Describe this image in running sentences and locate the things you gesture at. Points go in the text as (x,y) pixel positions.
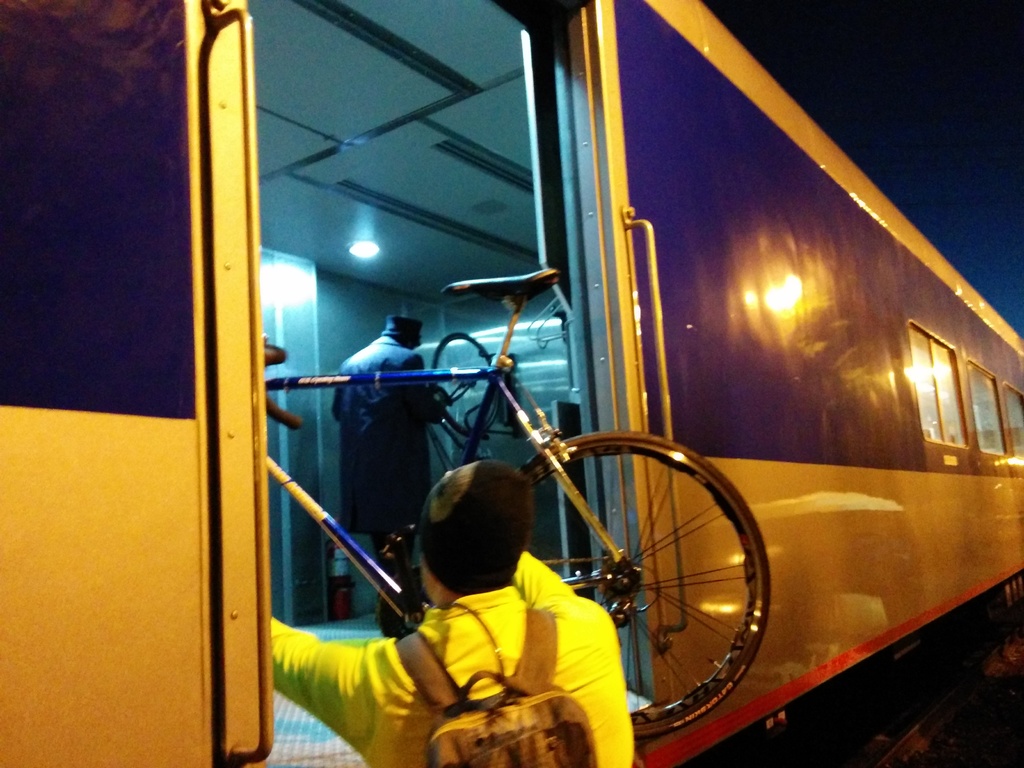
In this image we can see a man (480,688) is standing, he is wearing yellow color dress (395,689) and carrying bag (507,705), he is holding a bicycle (533,420) in his hand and keeping the bicycle (579,590) in the train (751,428).
